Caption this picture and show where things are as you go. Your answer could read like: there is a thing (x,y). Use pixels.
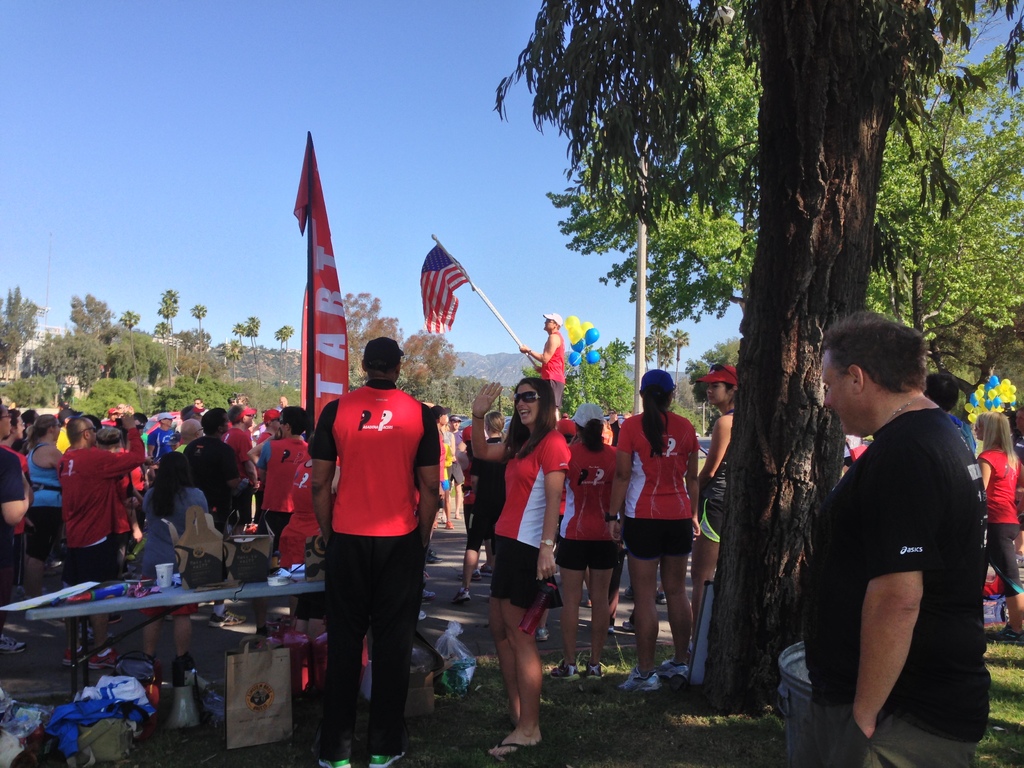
In this image we can see a group of people (379,387), flag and balloons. Behind the persons (234,402) we can see a group of trees (735,257) and mountains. In the bottom left (68,730) we can see group of objects (107,719) and among them few objects (66,594) are placed on a table (65,607). On the right side of the image (980,406) we can see few balloons (1013,390).
